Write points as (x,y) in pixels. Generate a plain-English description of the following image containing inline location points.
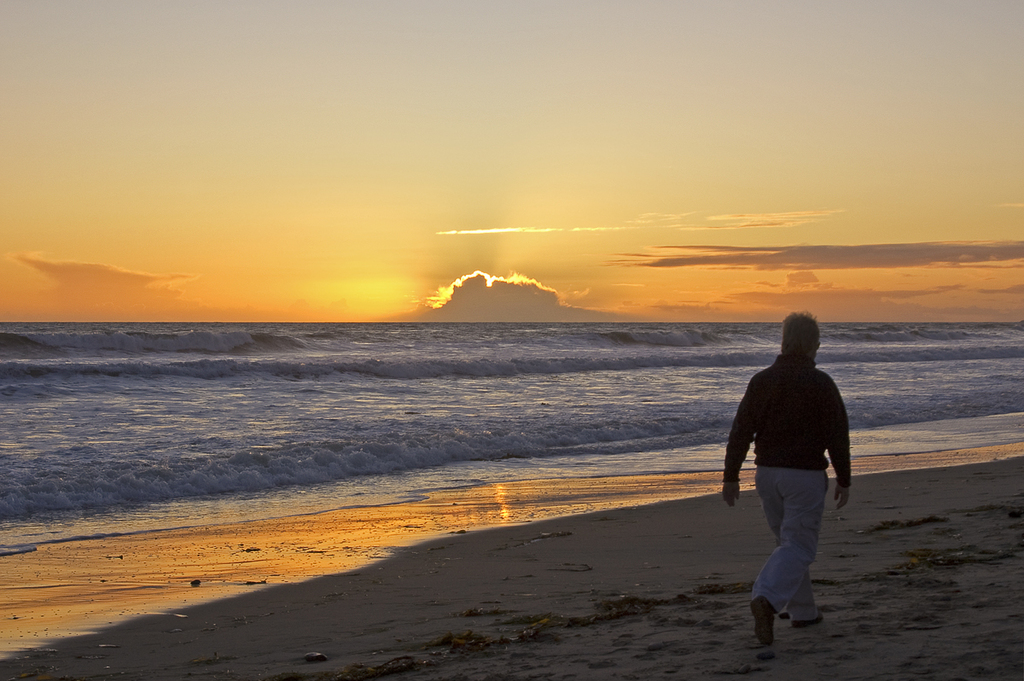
In this image I can see a man (792,528) is walking and I can see he is wearing white pant (786,525). I can also see water (253,456), clouds (736,221) and the sky (403,117).
